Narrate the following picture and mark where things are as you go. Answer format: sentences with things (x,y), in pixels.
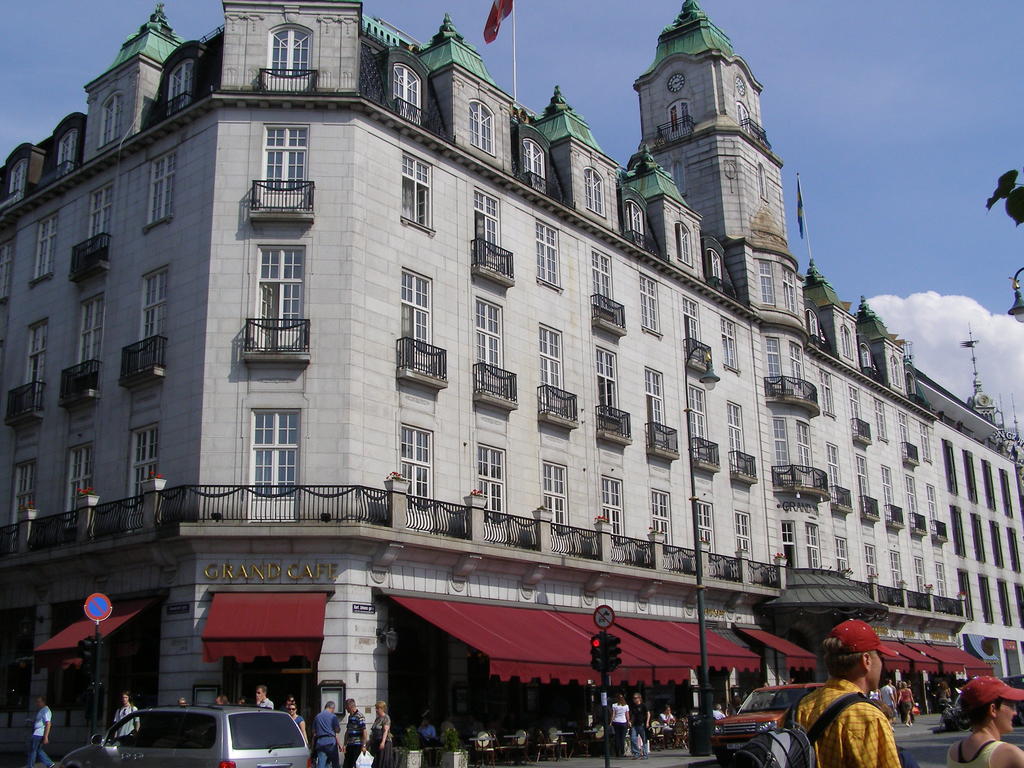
At the bottom of the image (802,724) there are few people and also there are cars (718,721). Behind them there is a footpath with people (645,721) and poles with traffic signals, sign boards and lamps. And also there are roofs (562,632). And there is a building (243,501) with walls (331,174), windows (289,156), balconies (280,335), railing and posts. And also there is a pole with flag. At the top of the image (958,247) there is sky (980,91) with clouds (948,302).
